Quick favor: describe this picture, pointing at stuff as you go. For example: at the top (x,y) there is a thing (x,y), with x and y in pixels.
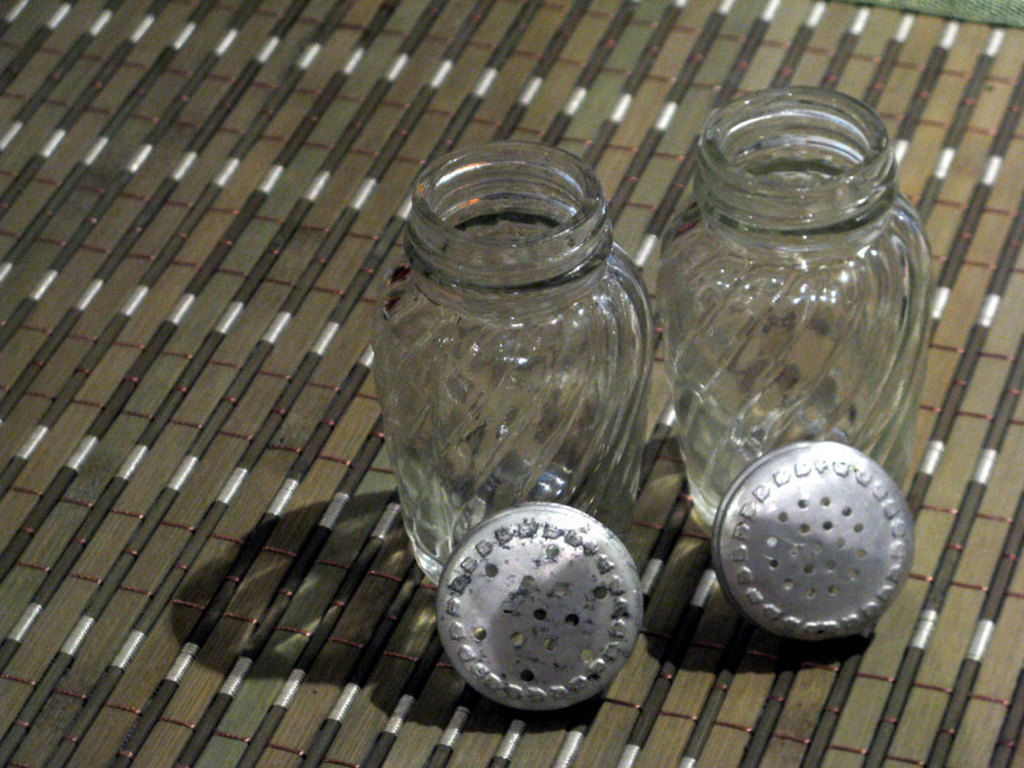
In the image there are two jars (786,288) kept on some object (234,550) and the lids (560,602) of the jars (545,328) are opened and kept beside the jars (874,231).
